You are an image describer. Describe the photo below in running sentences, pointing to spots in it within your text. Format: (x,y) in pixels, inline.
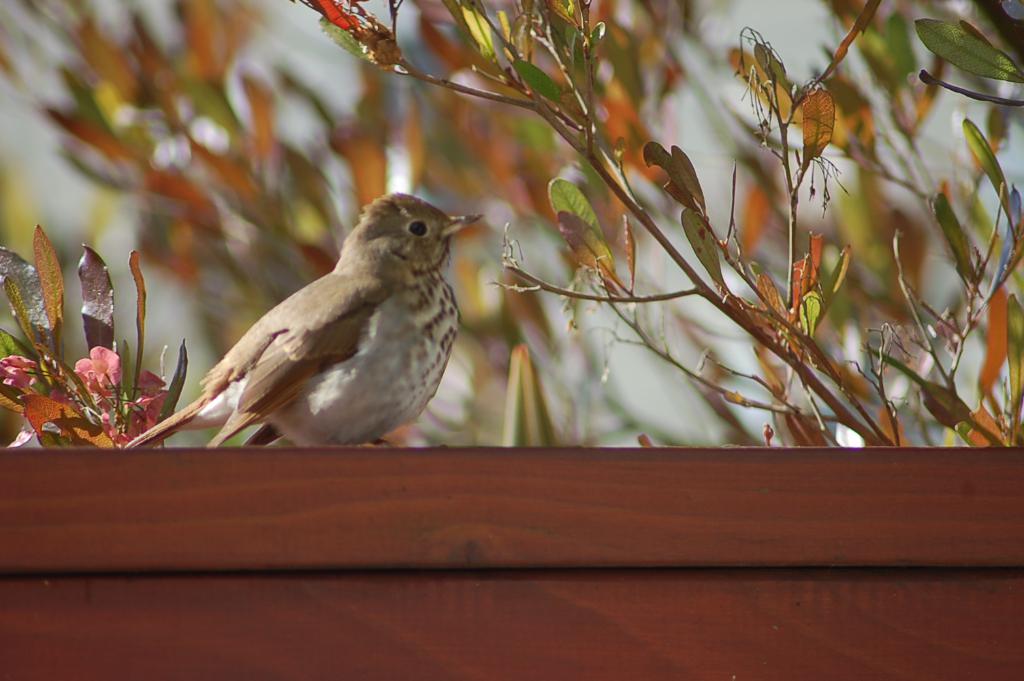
In the foreground of the image (407,256) there is a bird (434,393). In the background of the image (256,217) there are plants (296,213). At the bottom of the image (712,568) there is wooden surface (329,522).
